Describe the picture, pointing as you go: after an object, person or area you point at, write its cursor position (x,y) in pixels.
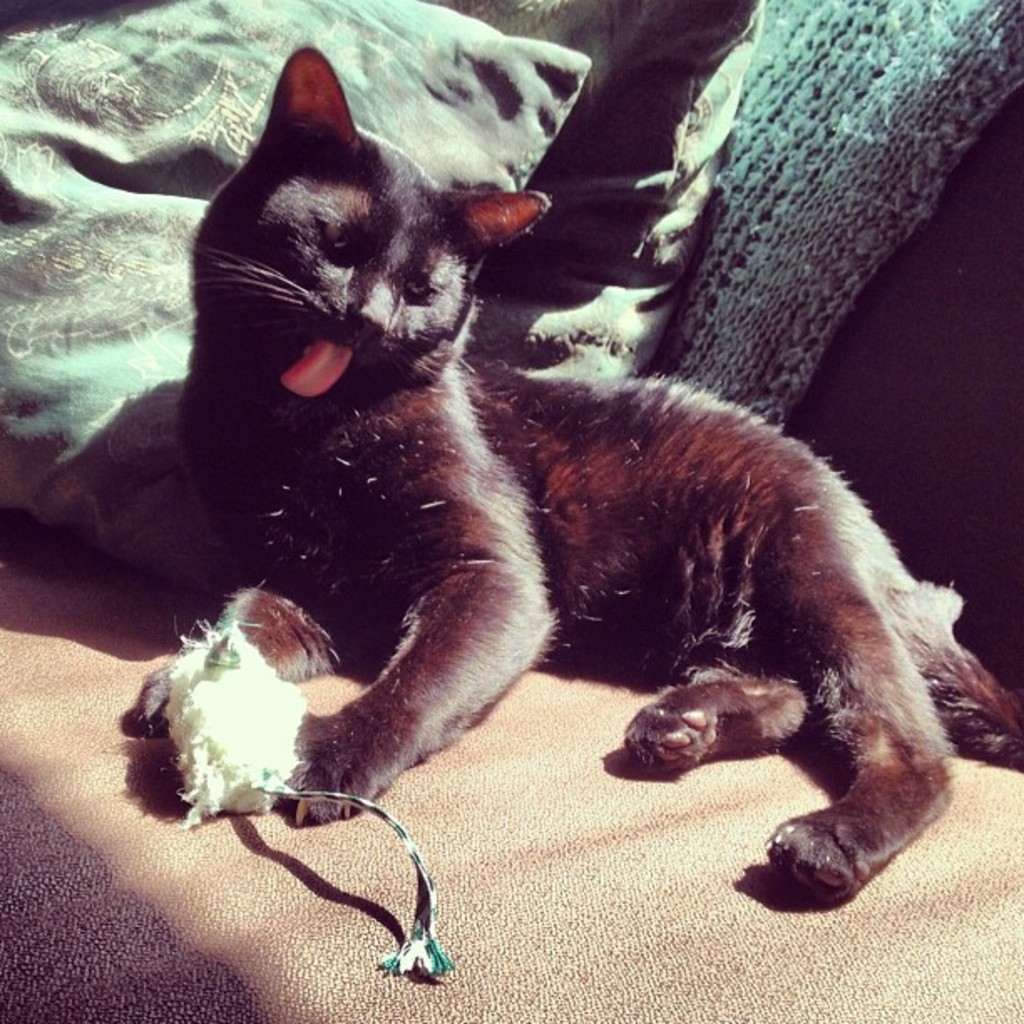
In the center of the image (392,615) we can see a cat (376,185) lying on the sofa (402,858) and there are cushions (692,259) placed on it.
